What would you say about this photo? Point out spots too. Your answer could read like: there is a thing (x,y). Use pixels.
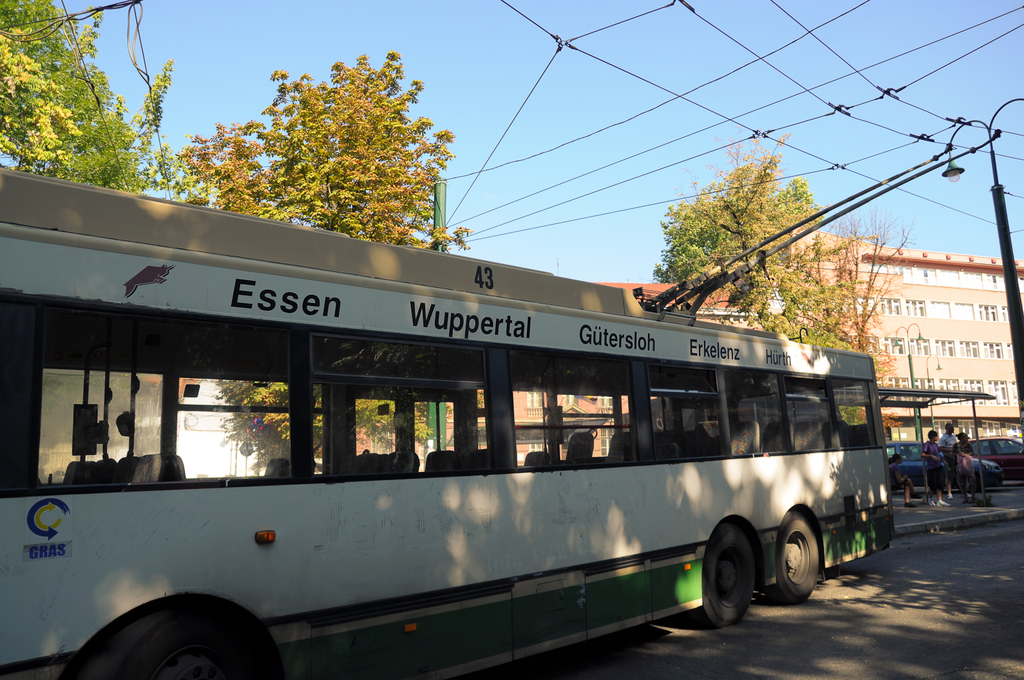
In this image we can see a bus (732,455) on the road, in the background (880,328) there is a building (954,409), cars (914,474) in front of the building (907,411) and some people (928,463) standing under the shed (917,398) and there are trees (394,63) and a pole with light (952,173) and wires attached to the pole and sky (894,24) in the background (951,158).
